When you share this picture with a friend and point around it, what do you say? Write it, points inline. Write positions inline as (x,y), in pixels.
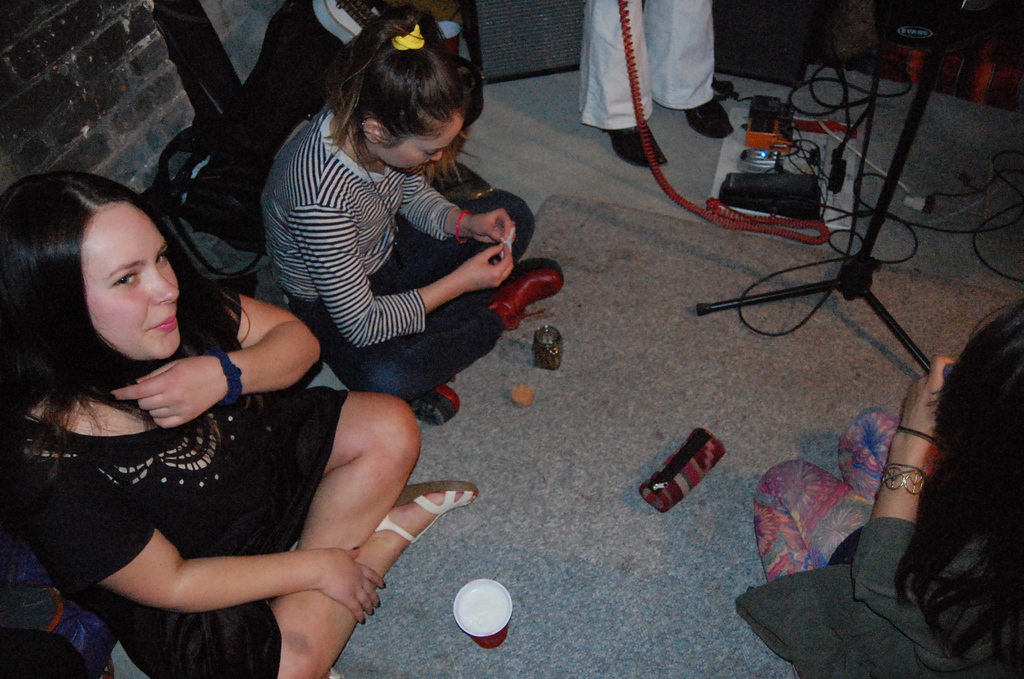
In the center of the image (451,410) there are people (62,535) sitting on floor (467,383). There is a glass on the floor (477,568). There are some other objects (680,194) on the floor (666,398). There is a wall (86,57) at the left side of the image (46,70).
